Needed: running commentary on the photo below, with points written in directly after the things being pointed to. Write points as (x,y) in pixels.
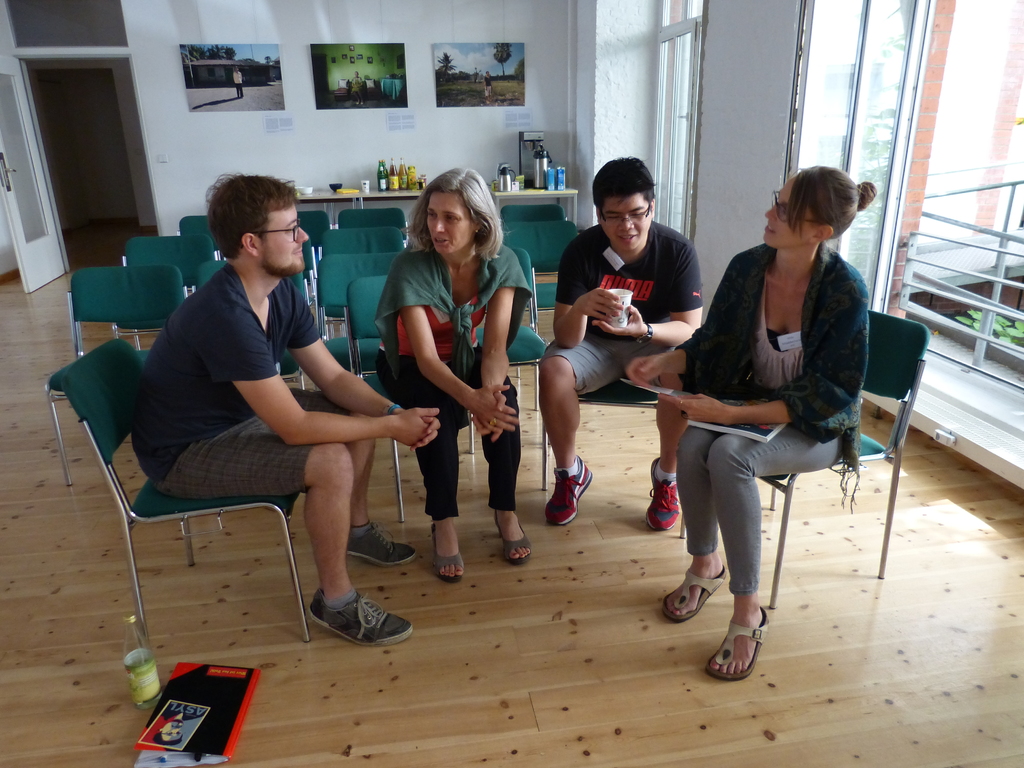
In this image I can see few people (592,278) are sitting on the chairs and few people (642,291) are holding something. Back I can see the bottles (392,170), few objects (500,186) on the table (364,198). Few posters (314,84) are attached to the wall (286,90). I can see the door (48,187), windows (830,101), chairs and few objects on the floor (693,680).
